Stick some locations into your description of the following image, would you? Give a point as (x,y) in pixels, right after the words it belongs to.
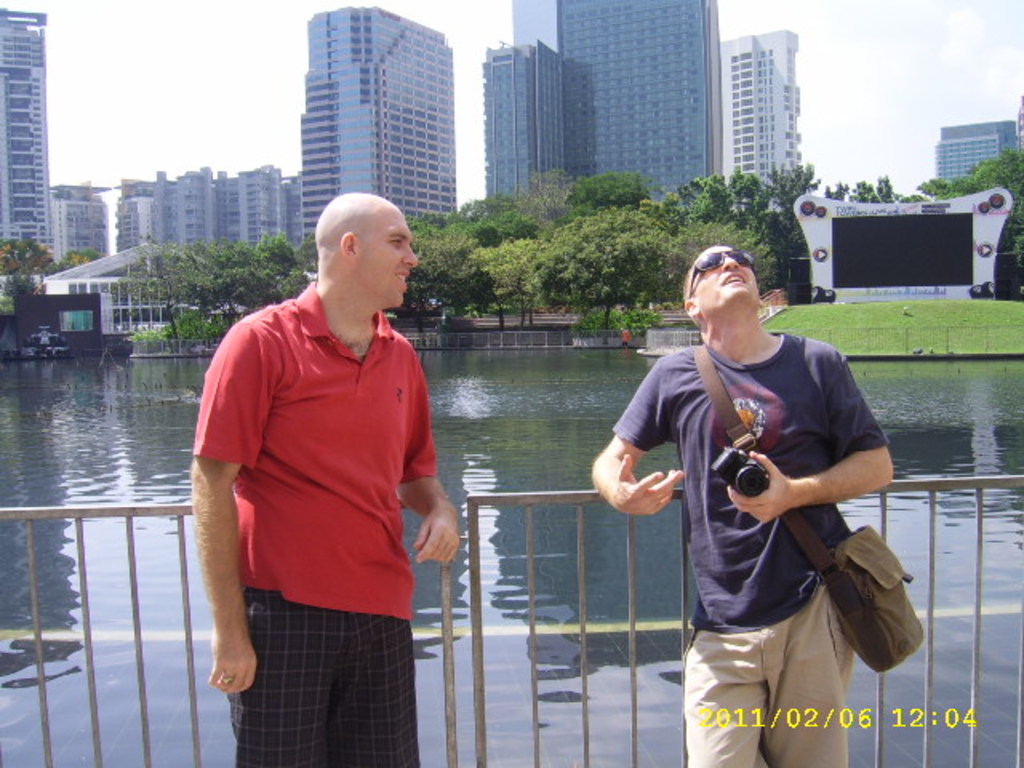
In this picture we can see two persons (372,278) standing on a platform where the person (728,314) wore goggles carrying bag (890,595) holding camera (745,491) in his hand (756,498) and in the background (541,465) we can see buildings (773,101), trees (733,207), some screen (937,241), water (517,374), fence (214,343), sky (174,76).
